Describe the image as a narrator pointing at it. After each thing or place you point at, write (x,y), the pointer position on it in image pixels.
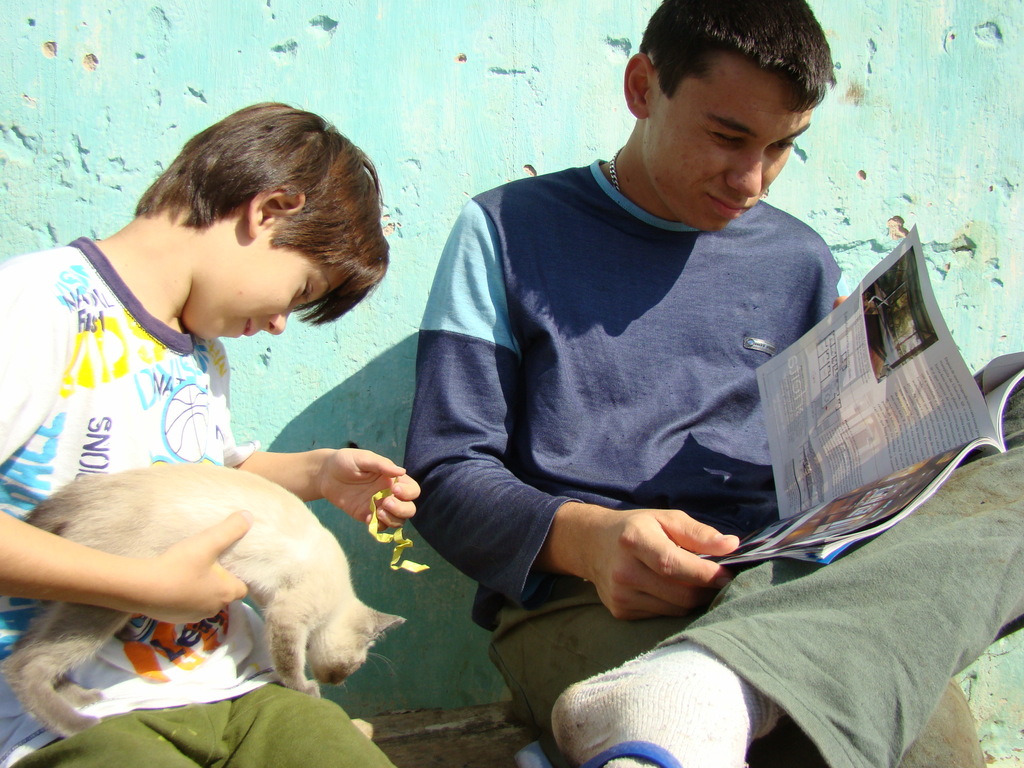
There are two persons (490,343) in this image. One is on the right side (747,510), other is on the left side (197,619). Left side (185,626) there is a kid (136,620) he is holding cat (336,601) in his hand (176,590). Right side (847,522) there is a man (943,509) he is holding a book (865,471) in his hand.
